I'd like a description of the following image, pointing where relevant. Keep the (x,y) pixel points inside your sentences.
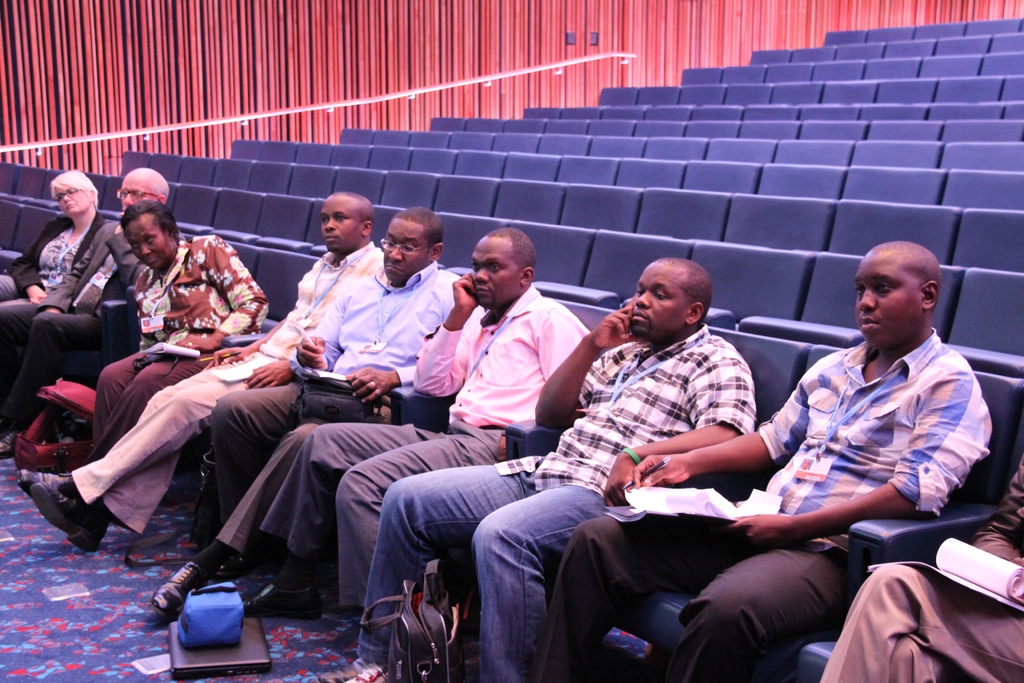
In the picture I can see people (448,453) sitting on chairs (520,438) among them some are holding objects (314,398). In the background (305,204) I can see chairs (309,229), bags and some other objects (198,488) on the floor (160,575).
